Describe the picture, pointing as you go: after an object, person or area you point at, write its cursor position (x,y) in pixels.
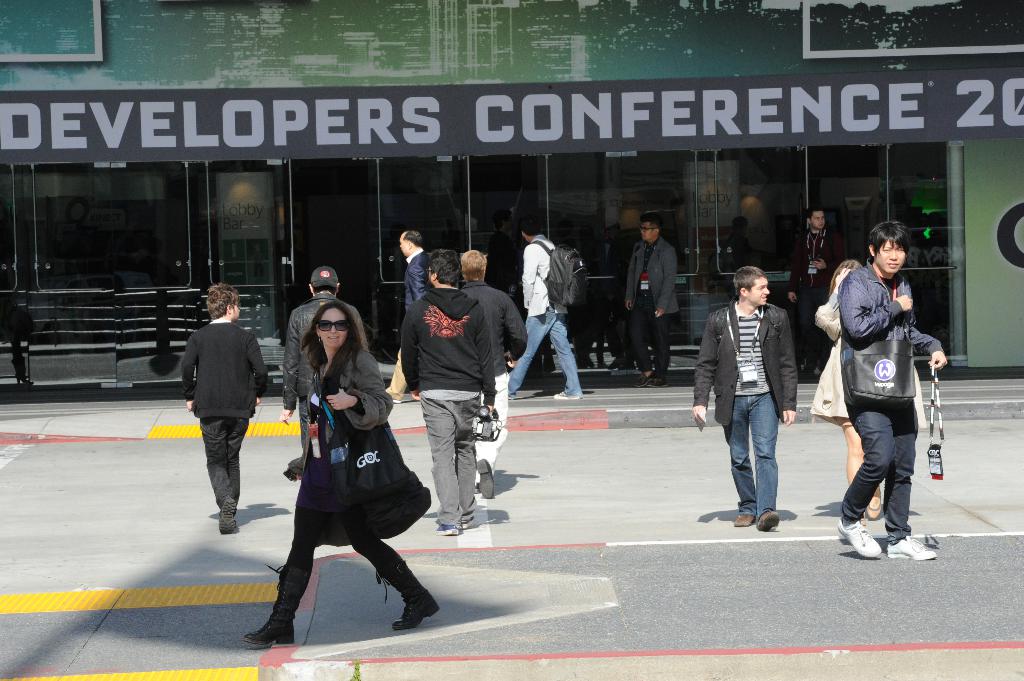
In this image I can see some people (357,394) walking on the road (570,531). In the background (529,211), I can see a building (530,139) with some text (235,143) written on it.
